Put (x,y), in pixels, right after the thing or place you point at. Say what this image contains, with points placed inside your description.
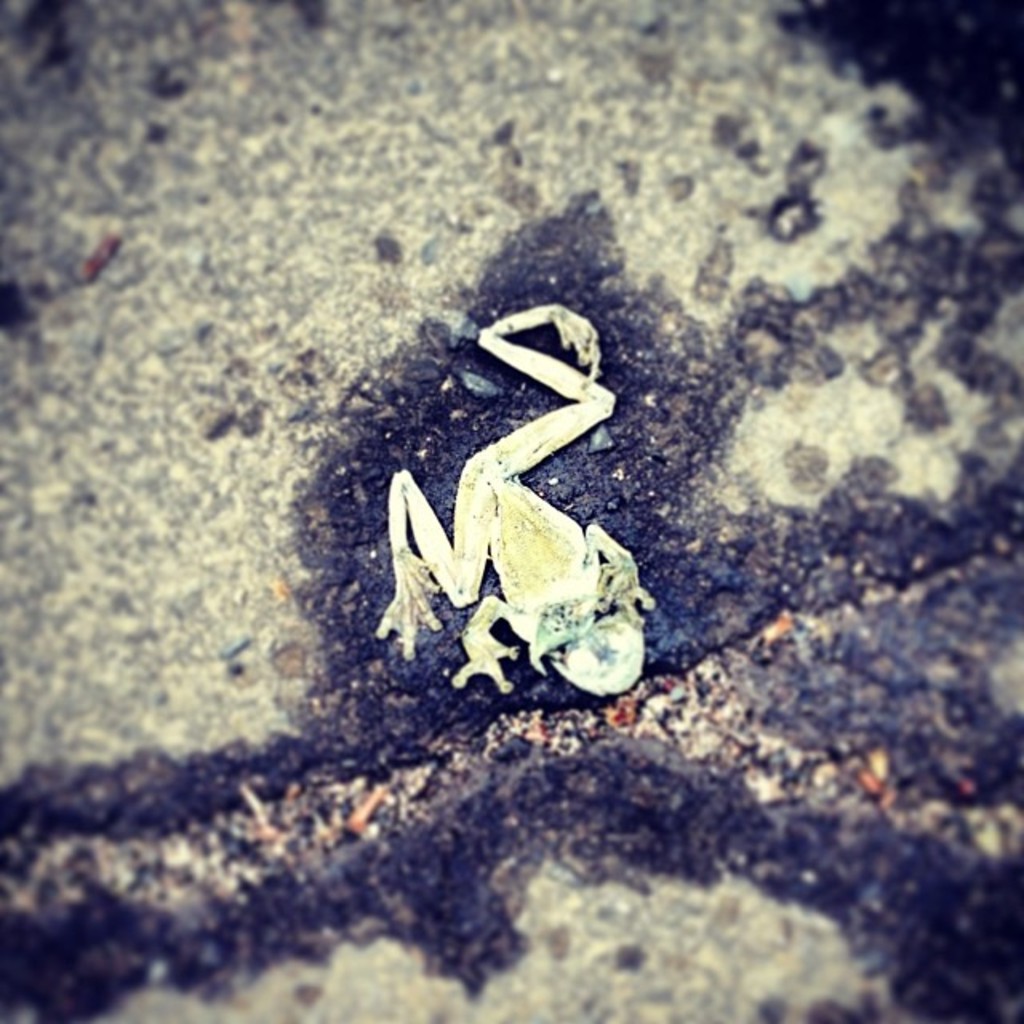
In this picture we can see the frog (533,646) on the stone (533,483).
